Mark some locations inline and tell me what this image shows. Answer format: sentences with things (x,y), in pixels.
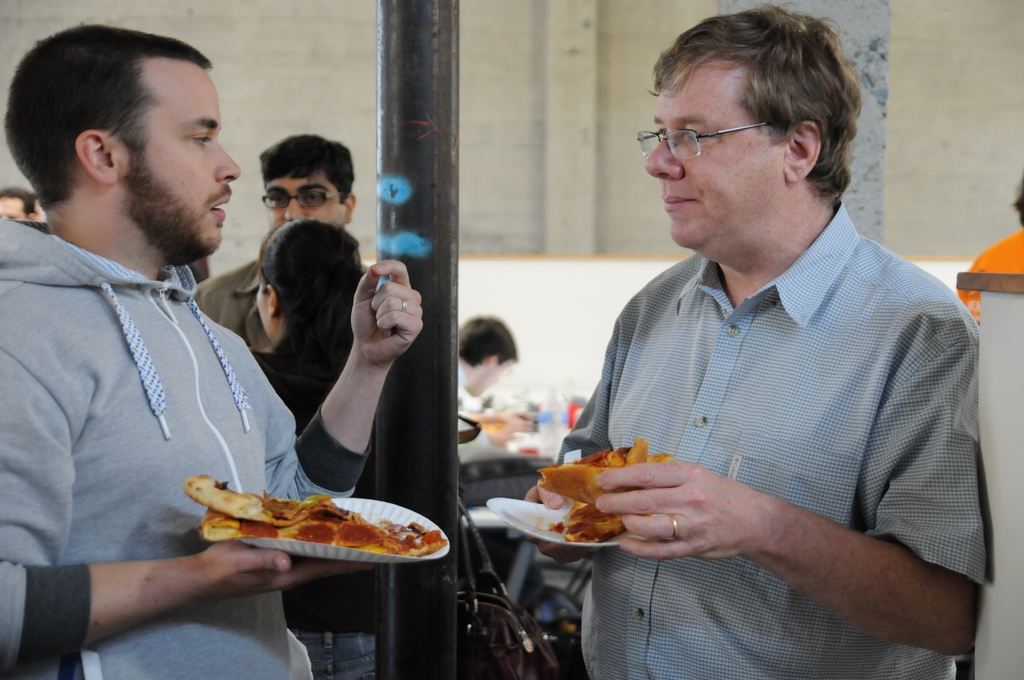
On the left side of the image (334,519) we can see a person (172,567) holding a food (342,533) in plate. On the right side of the image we can see a food (594,534) in plate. In the background (492,281) there are persons (337,267), table (523,430), and wall (547,244).
